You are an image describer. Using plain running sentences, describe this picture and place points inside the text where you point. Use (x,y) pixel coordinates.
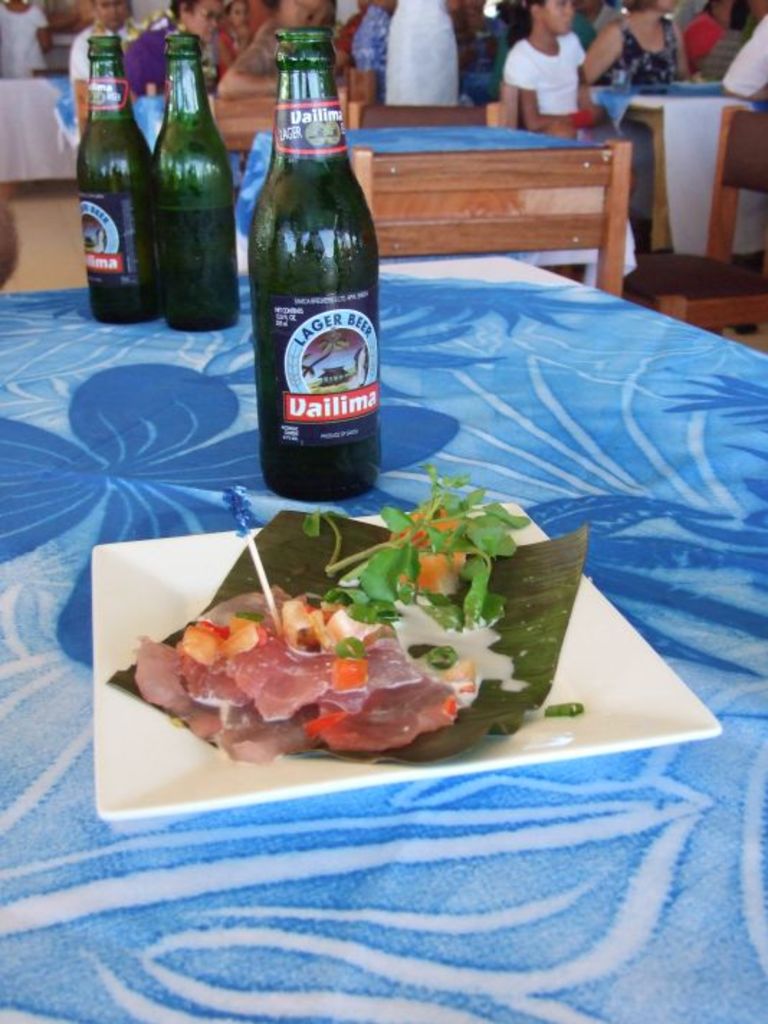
As we can see in the image there are few people (399,25) sitting over here and there is a table (627,812). On table (613,825) there is food (336,714), and bottles (291,242).
